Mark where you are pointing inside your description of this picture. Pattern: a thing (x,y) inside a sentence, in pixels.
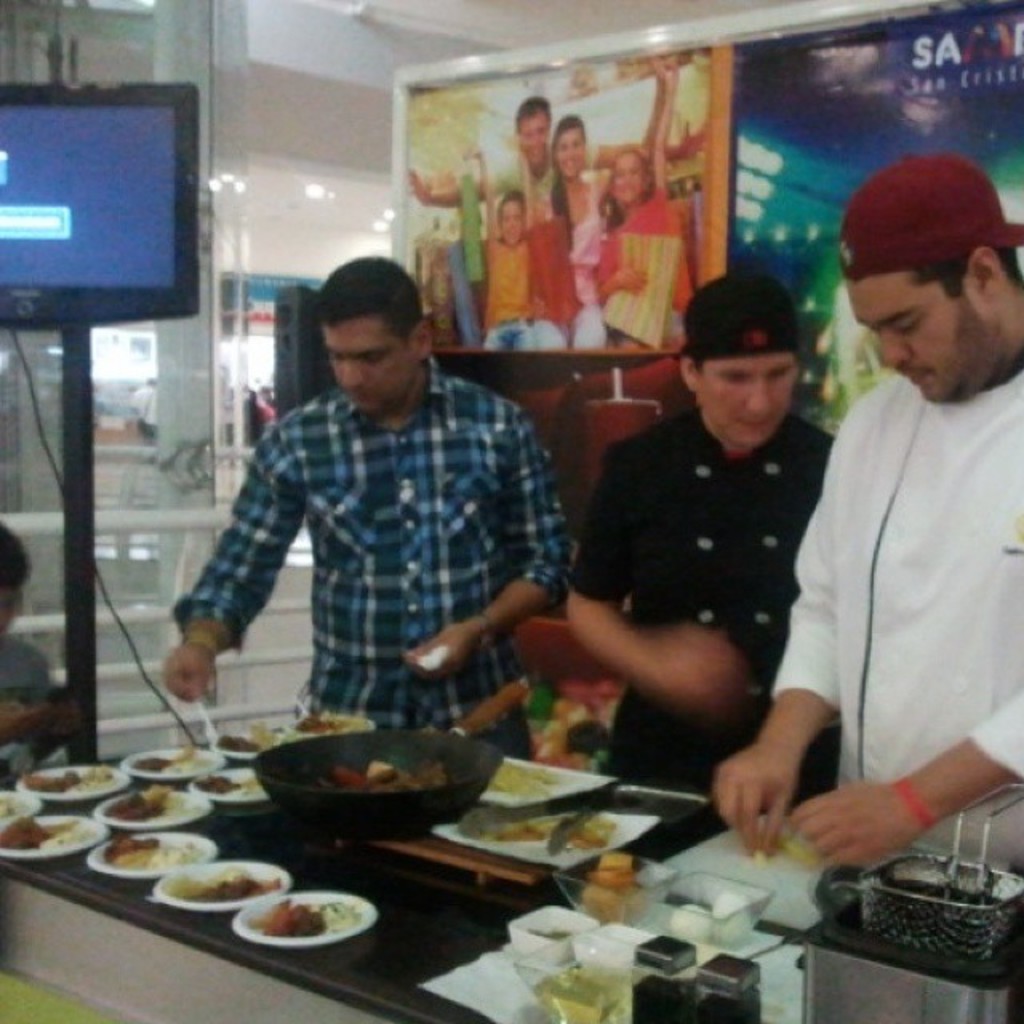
In this image I can see number of plates (309,919), few bowls (529,931), and utensils (322,783) and different types of food (621,866). I can also see few other stuffs (951,1001) on the bottom side (775,918). In the centre of the image (386,442) I can see three persons (447,540) are standing and I can see two of them (721,396) are wearing caps (789,337). In the background (615,145) I can see two boards (413,151), a television (59,318) and on these boards (553,196) I can see something is written. On the top side of the image (679,276) I can also see a picture (422,137) of few people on the board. On the left side of the image (17,540) I can see one more person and I can also see this image is little bit blurry.
